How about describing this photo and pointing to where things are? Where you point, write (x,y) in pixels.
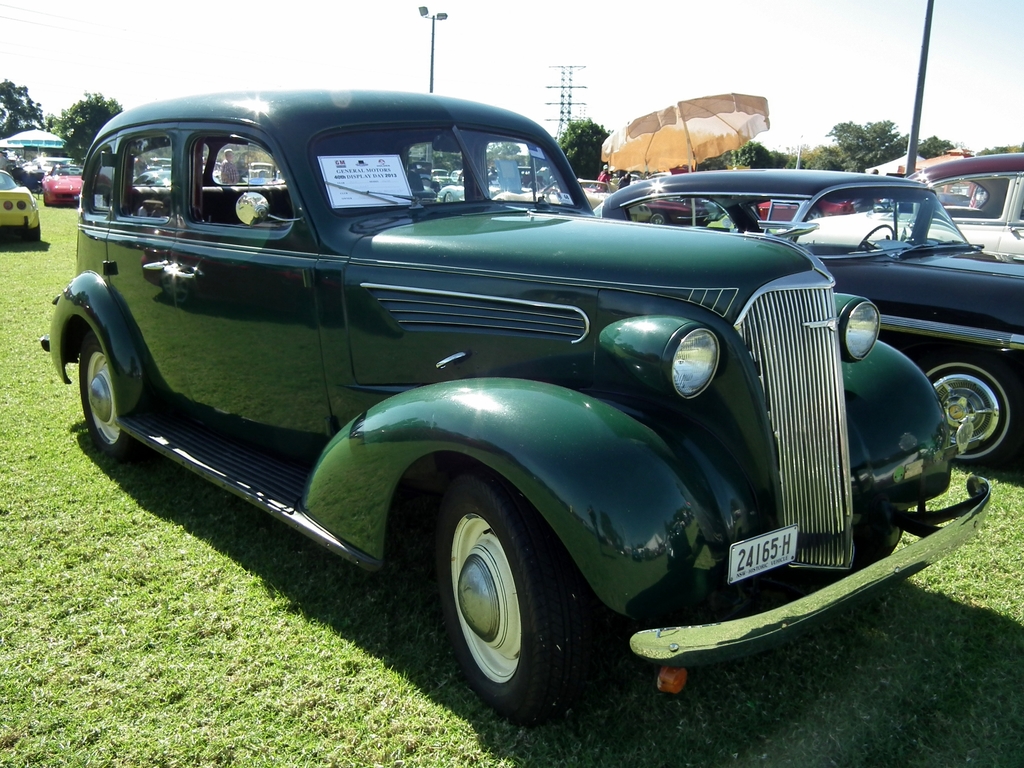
In this image I can see some grass (173,676) on the ground (173,676), few cars (406,163), few tents (719,140), few poles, few persons (604,169) and few trees (14,116) which are green in color. In the background (785,137) I can see the sky (268,39).
